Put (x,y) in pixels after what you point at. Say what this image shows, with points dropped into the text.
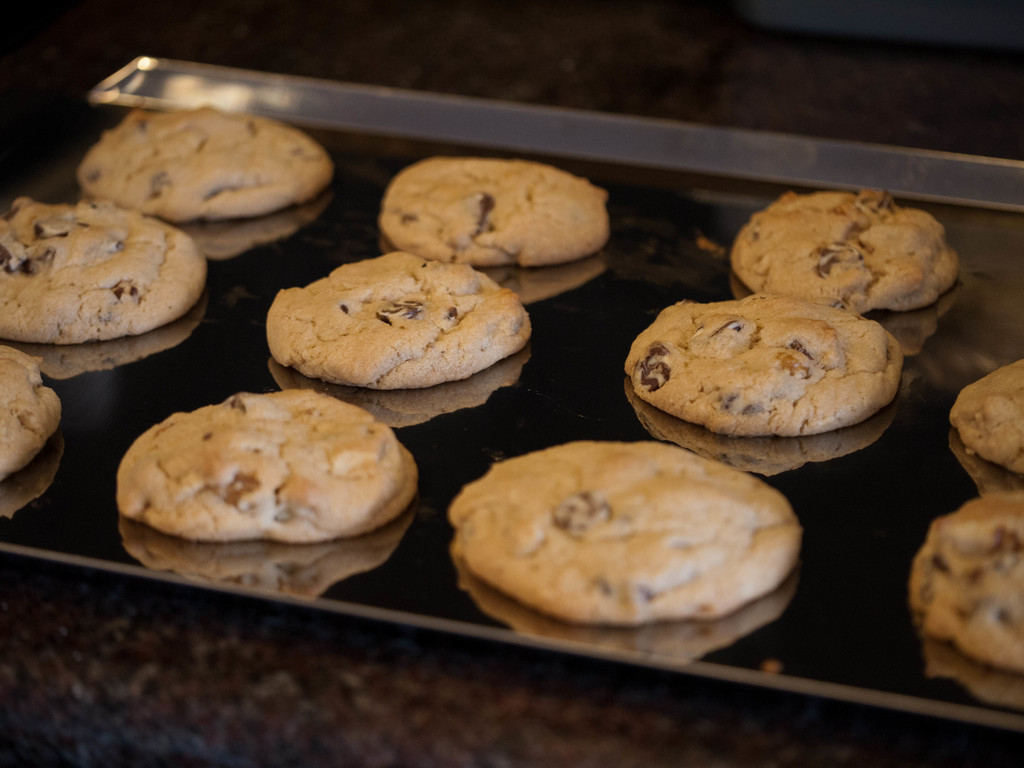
In this image in the center (622,302) there is one tray (571,123) and in that tray (571,123) there are some cookies (462,524), at the bottom (202,674) it looks like a table (176,647).
